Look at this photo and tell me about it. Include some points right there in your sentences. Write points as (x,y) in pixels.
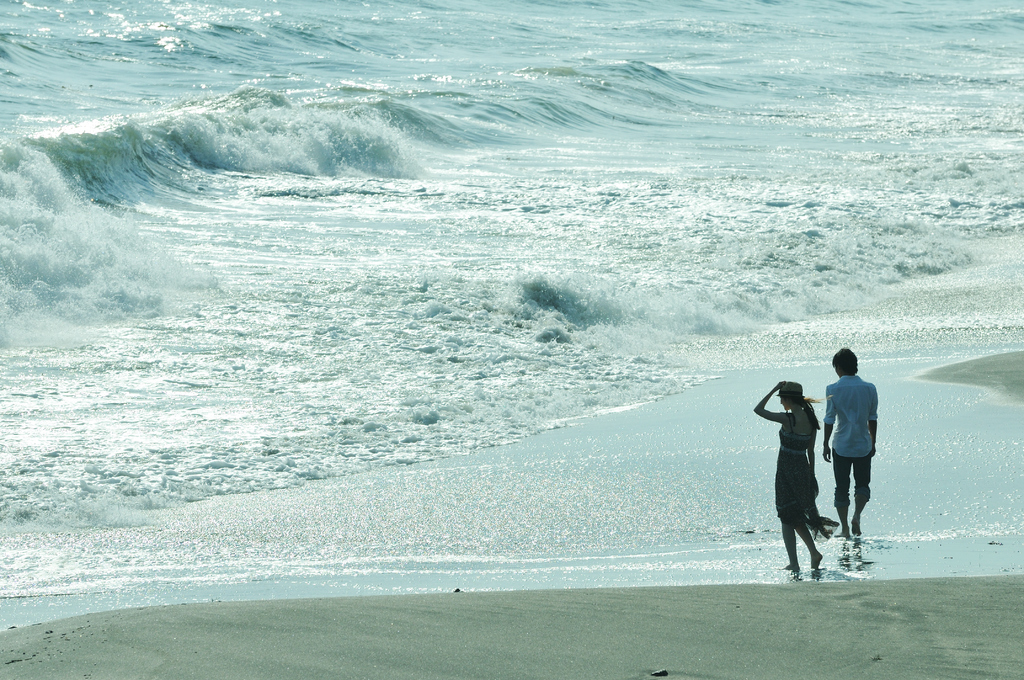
In this picture I can observe two members (793,451) walking in the beach (950,524) on the right side (798,480). In the background (459,256) there is an ocean (318,171).
